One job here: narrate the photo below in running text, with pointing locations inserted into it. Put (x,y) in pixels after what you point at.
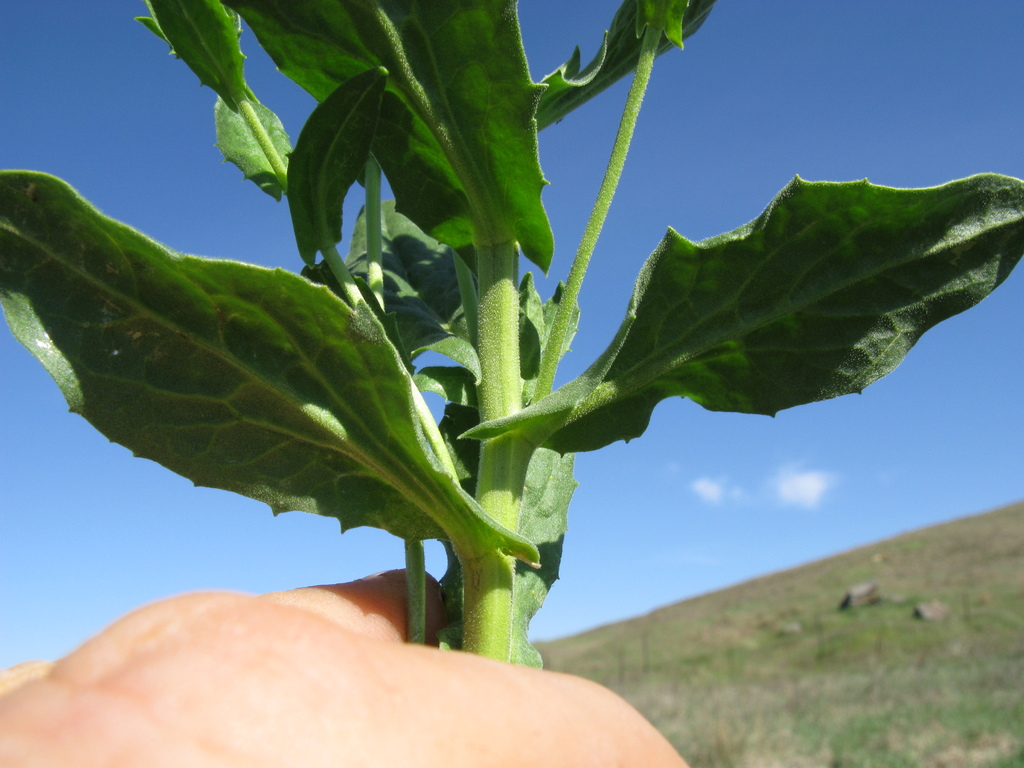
In this picture, we see the hands (386,616) of a person (112,740) holding an herb (491,592) or a plant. In the right bottom of the picture (862,627), we see the grass (867,627) and the stones (875,588). At the top of the picture (731,120), we see the sky (568,181), which is blue in color.
